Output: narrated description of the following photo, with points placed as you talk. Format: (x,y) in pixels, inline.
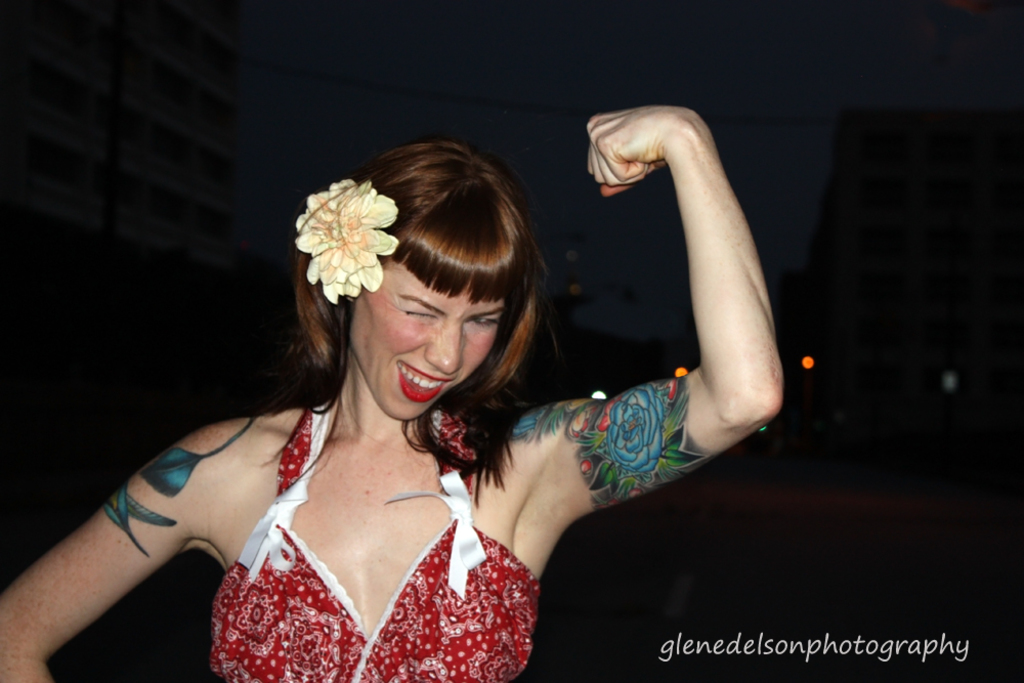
In this image we can see a lady (418,407) wearing red color dress (359,636), and she has tattoos (666,427), and flower (364,268) on her hair (460,254), behind her there are some buildings (106,106), pole (126,61), wire (414,91), and also we can see a text (816,652) on the image, and the background (73,508) is blurred.
